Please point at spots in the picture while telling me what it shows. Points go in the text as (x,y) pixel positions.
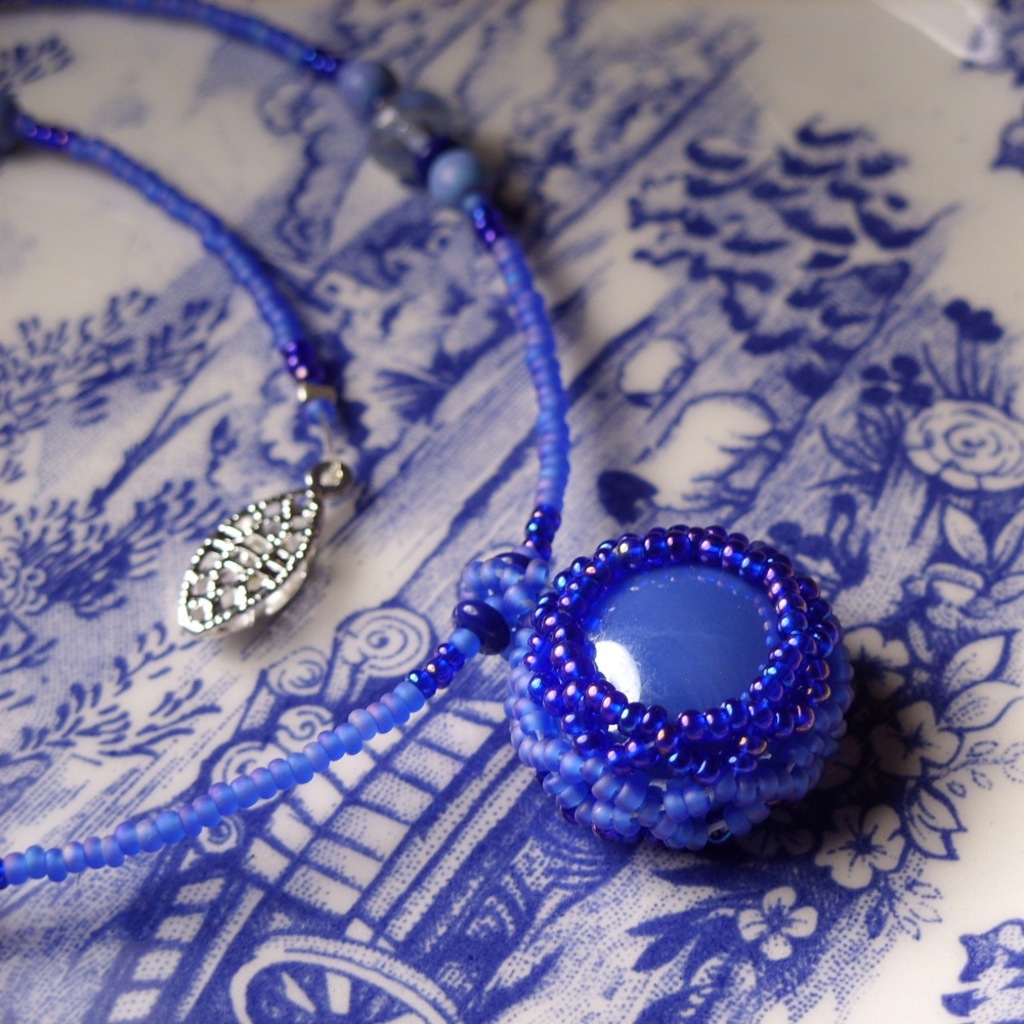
In this image we can see a blue colored jewelry (546,780).
